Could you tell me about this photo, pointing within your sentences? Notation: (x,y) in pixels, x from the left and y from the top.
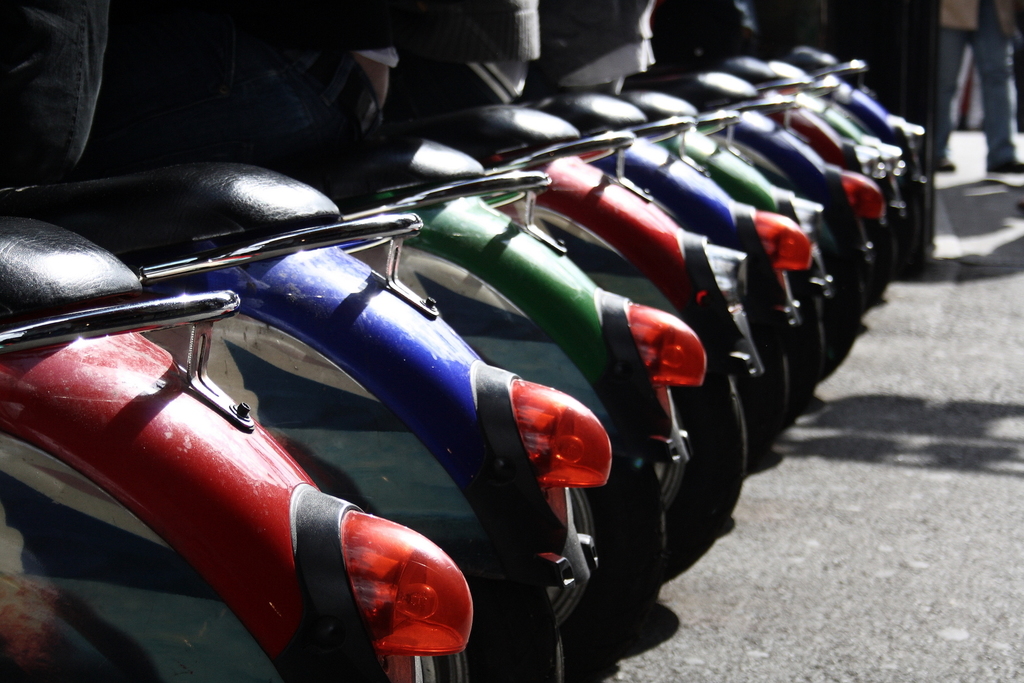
We can see bikes (528,394) on the road (811,491). In the background (936,143) there is a person (1022,164).
